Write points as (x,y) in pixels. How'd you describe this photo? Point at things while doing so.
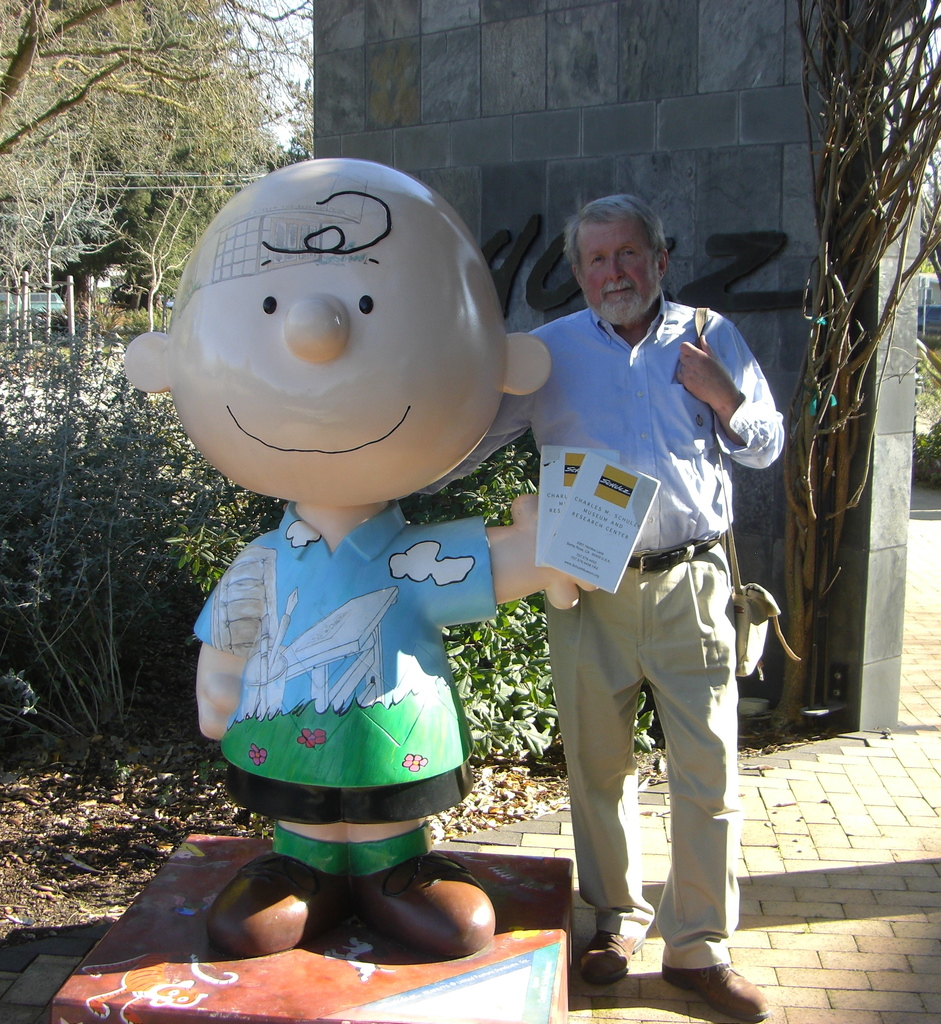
A man (617,302) is standing beside a sculpture (348,517). There is a wall (583,155) and trees (159,63) at the back (548,169).
